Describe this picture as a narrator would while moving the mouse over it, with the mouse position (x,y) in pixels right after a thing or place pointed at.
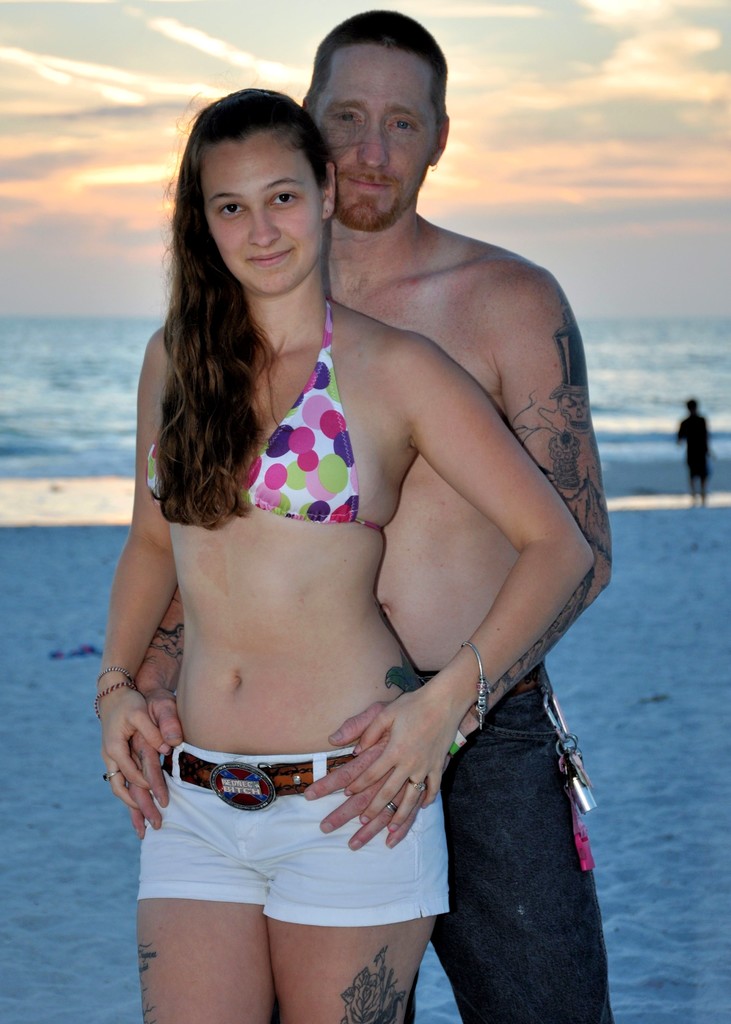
In the center of the image (299,350) lady (338,322) and man (407,314) are standing. In the middle of the image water (677,505) is there. At the bottom of the image (95,955) soil (71,948) is there. On the right side of the image (688,439) a person (688,470) is standing. At the top of the image (583,87) clouds (589,200) are present in the sky (596,182).
